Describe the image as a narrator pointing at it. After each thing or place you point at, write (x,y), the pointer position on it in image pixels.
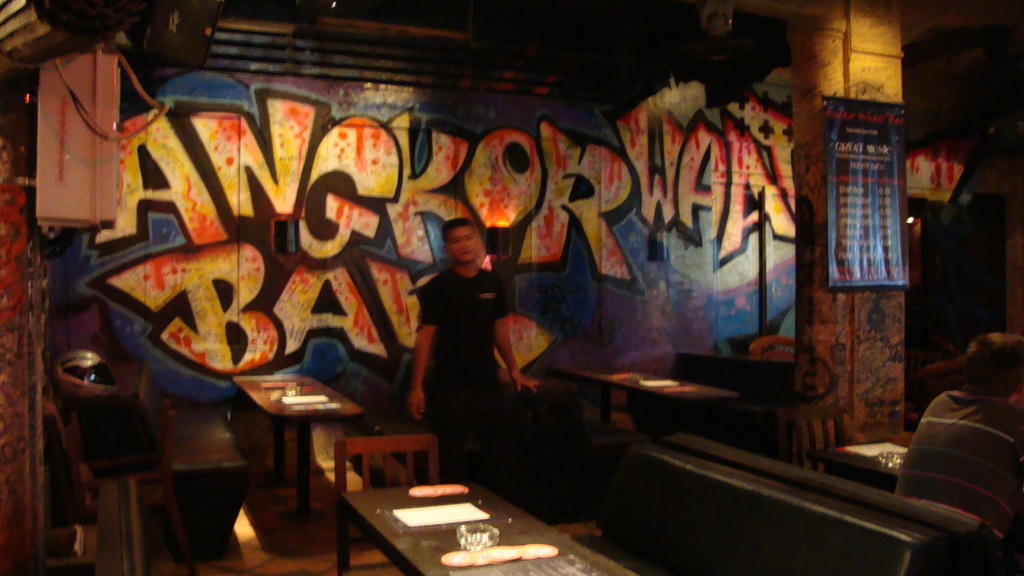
In this picture we can see a man (431,362) who is standing on the floor (252,533). There are chairs (561,401) and tables (562,543). On the table (498,517) there is a bowl (478,546). On the background (741,228) we can see a wall (694,209) and this is banner (856,231).
